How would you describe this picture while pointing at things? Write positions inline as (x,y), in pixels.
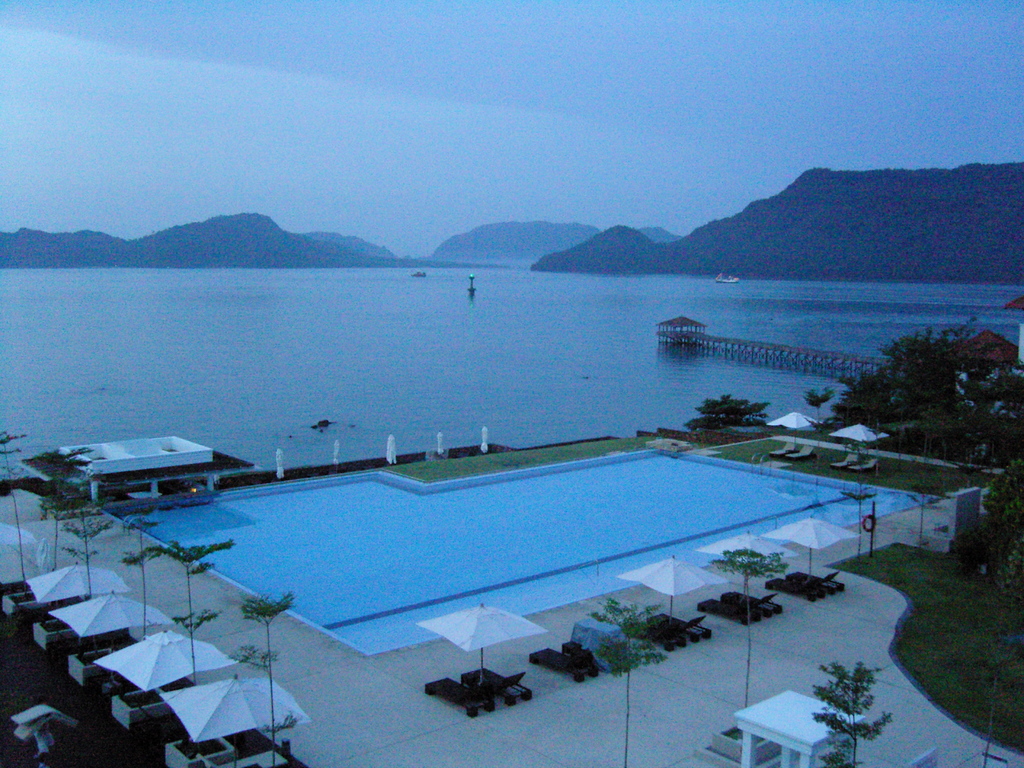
In the center of the image (352,505) there is a swimming pool (145,508). There is a building (112,481). There are tents (462,647). There are trees (906,414). In the background of the image (572,370) there are mountains (923,245) and water (339,313). At the top of the image (446,72) there is sky (353,100).
